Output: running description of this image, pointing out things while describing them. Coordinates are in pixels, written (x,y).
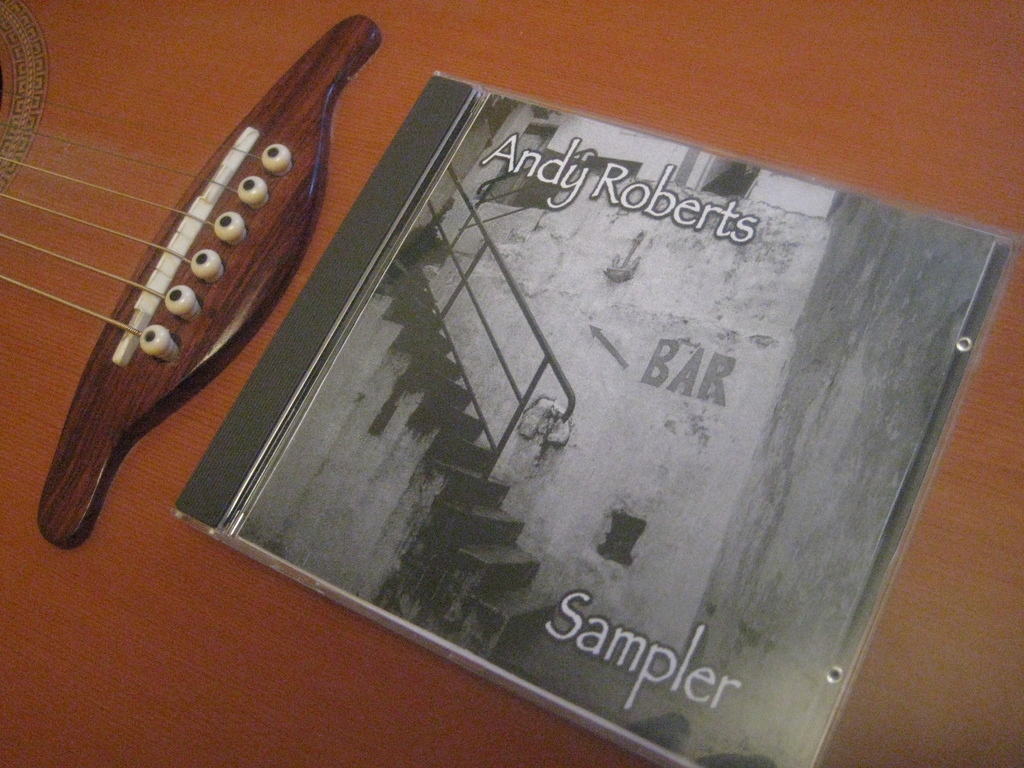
In this image we can see a musical instrument (249,563). On that there is a CD case (551,349) with some text (588,624) and image of a step (466,444) with railing (527,399).
